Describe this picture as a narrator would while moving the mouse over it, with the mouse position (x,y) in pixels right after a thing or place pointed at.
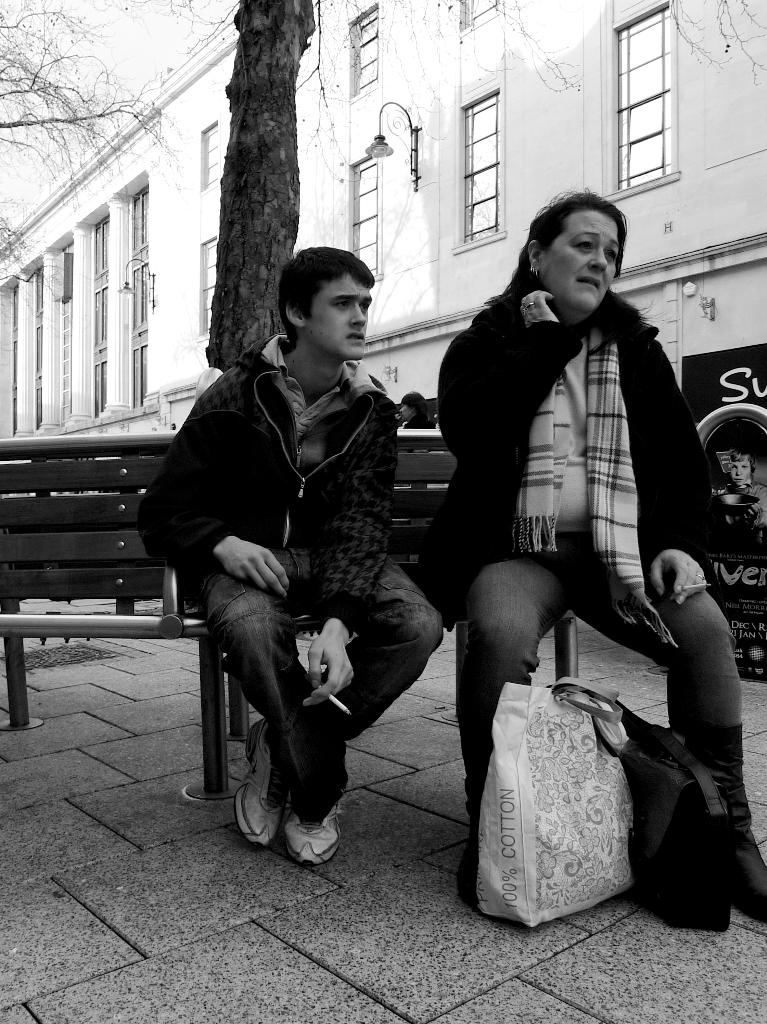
I see this is a black and white image and I see a bench (559,669) over here on which there is a man (257,377) and a woman (521,565) who are sitting on it and I see the lights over here and I see that this man (284,456) is holding a cigar (336,703) in his hand (327,697) and I see the path (416,856). In the background (65,369) I see the buildings (193,331), a tree (274,11) and I see a board (705,398) over here on which there are words (723,573) and I see a picture (734,510) of a person (754,518).
